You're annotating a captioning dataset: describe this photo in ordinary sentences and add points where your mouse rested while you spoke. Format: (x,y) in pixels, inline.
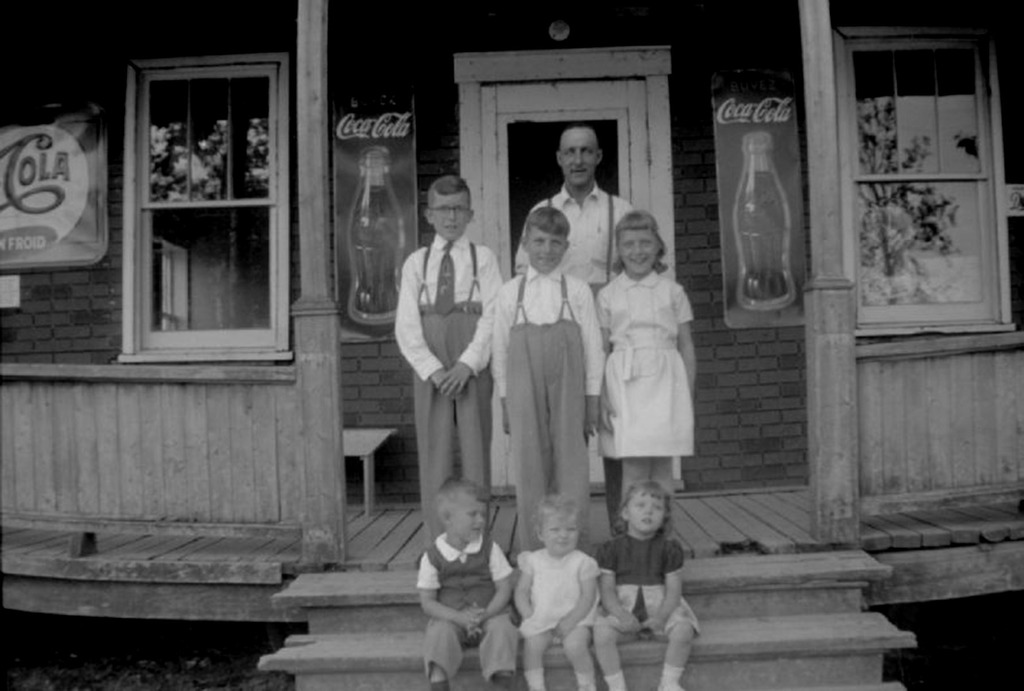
This is a black and white image. In this image we can see a house (81,20), posters (36,197), windows (191,335). There are people (512,366) standing. At the bottom of the image (430,612) there are people (509,670) sitting on the stairs (793,600).
